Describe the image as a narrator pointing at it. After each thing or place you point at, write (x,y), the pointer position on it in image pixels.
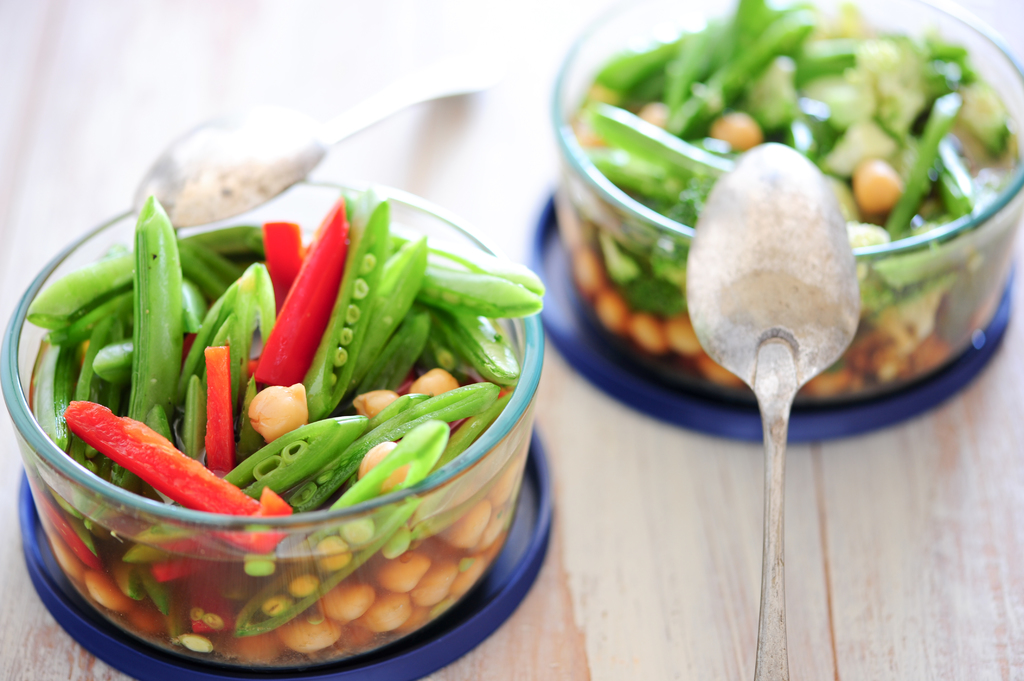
On the left side (223,336), there are vegetables (228,283) and seeds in a box (292,200) which is opened. On the surface (480,490) of this box (110,491), there is a spoon (283,140). This box (416,436) is placed on its cap (532,505). This cap (509,561) is placed on a wooden table (572,553). On the right side (782,244), there is a spoon (778,225), there are vegetables (814,66) and seeds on another box (981,211) which is opened and this box (681,263) is placed on its cap (622,368). This cap (605,335) is placed on the table (22,66).
